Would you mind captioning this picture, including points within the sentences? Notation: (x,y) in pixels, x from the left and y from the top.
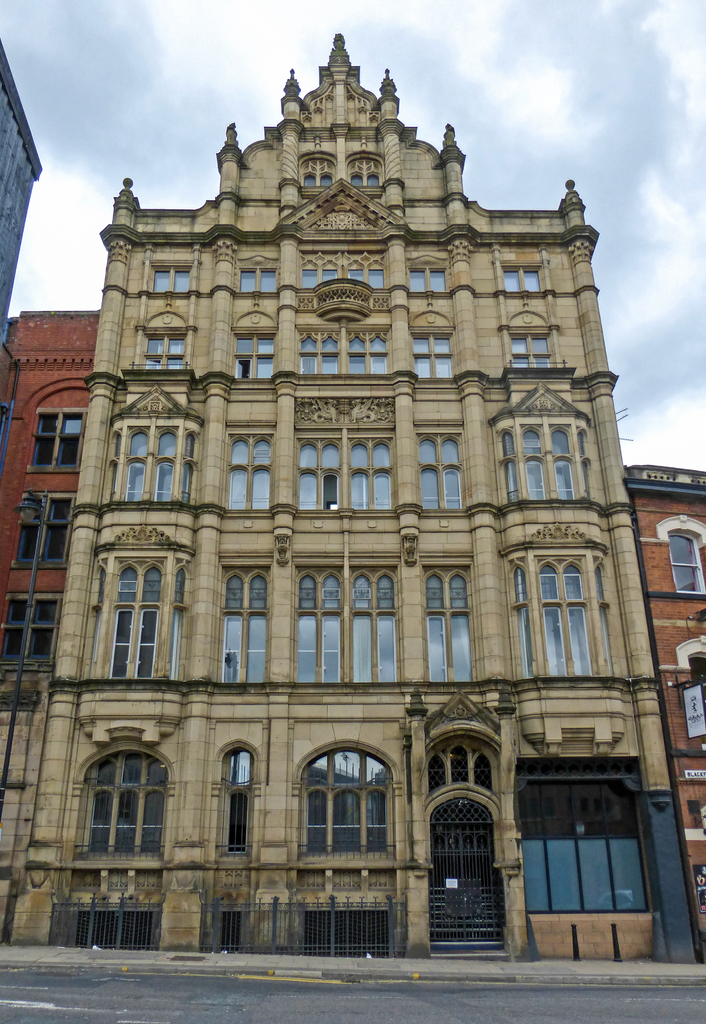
This is the front view of a building (211,642) in this image, in front of the building (318,936) there is a road (203,997).
